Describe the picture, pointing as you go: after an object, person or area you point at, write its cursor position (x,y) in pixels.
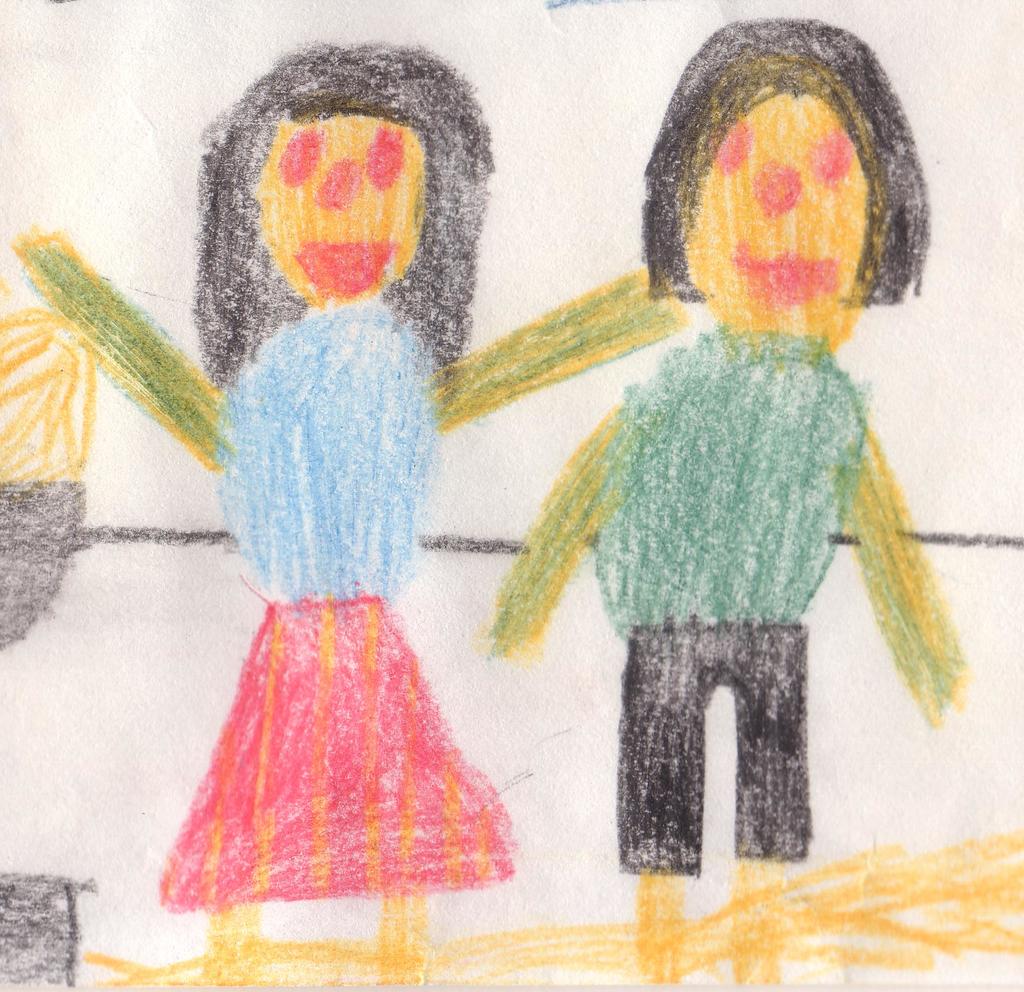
In this image I can see two persons (659,248) visible in the paper (613,371) and it looks like drawing (479,400).
